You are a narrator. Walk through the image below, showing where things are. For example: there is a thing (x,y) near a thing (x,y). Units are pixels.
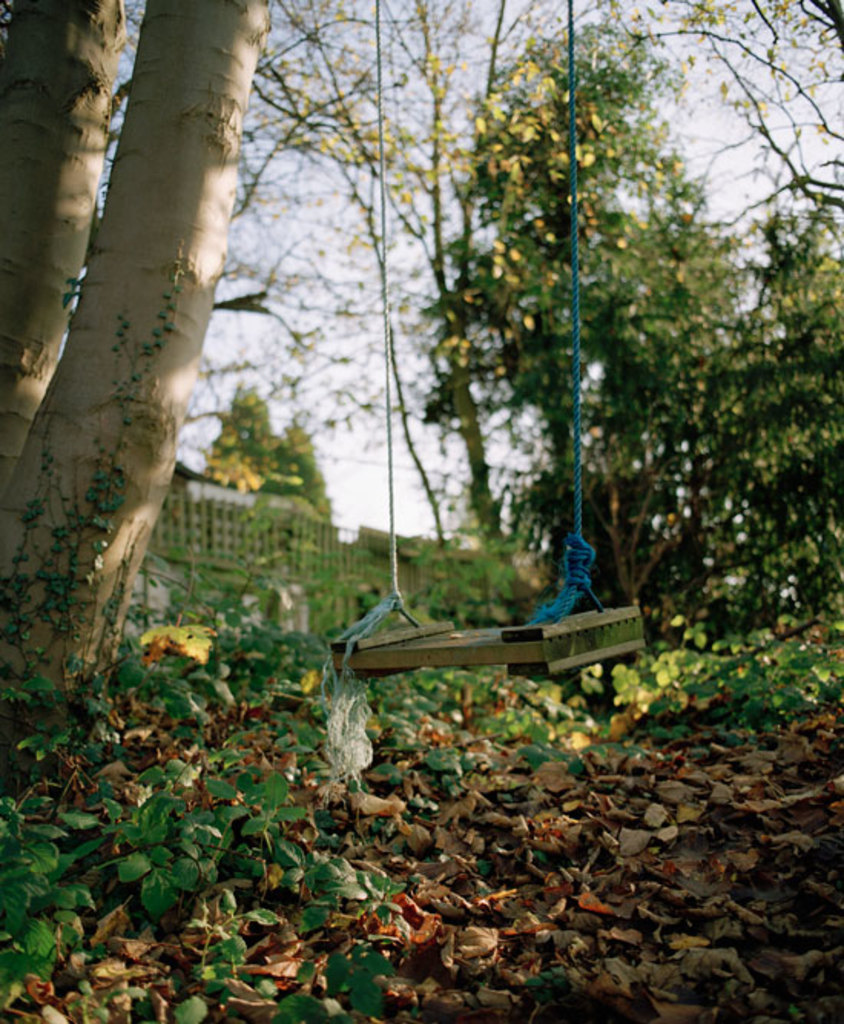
There is a wooden swing (516,645) with ropes (387,372). On the ground (474,882) there are leaves (464,851) and plants (429,708). In the background (456,312) there are trees (526,260) and sky (336,261). Also there is a fencing (199,534).
